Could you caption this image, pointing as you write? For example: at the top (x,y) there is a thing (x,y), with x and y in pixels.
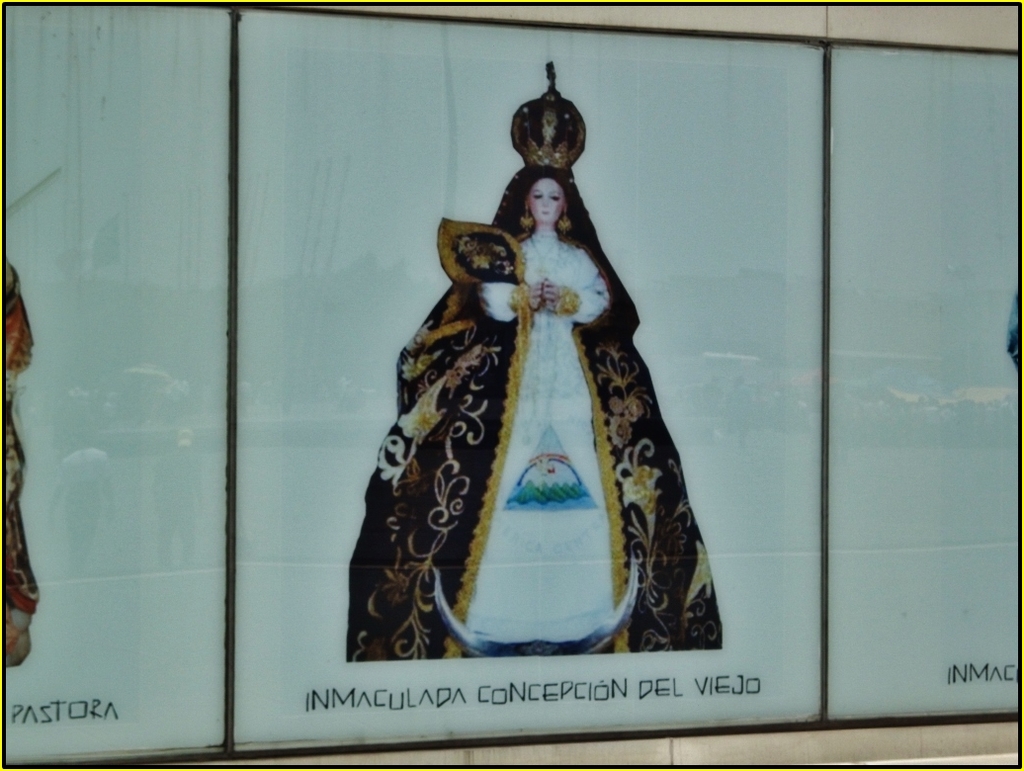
In the center of the image (414,340) there is a depiction of a lady (466,312).
